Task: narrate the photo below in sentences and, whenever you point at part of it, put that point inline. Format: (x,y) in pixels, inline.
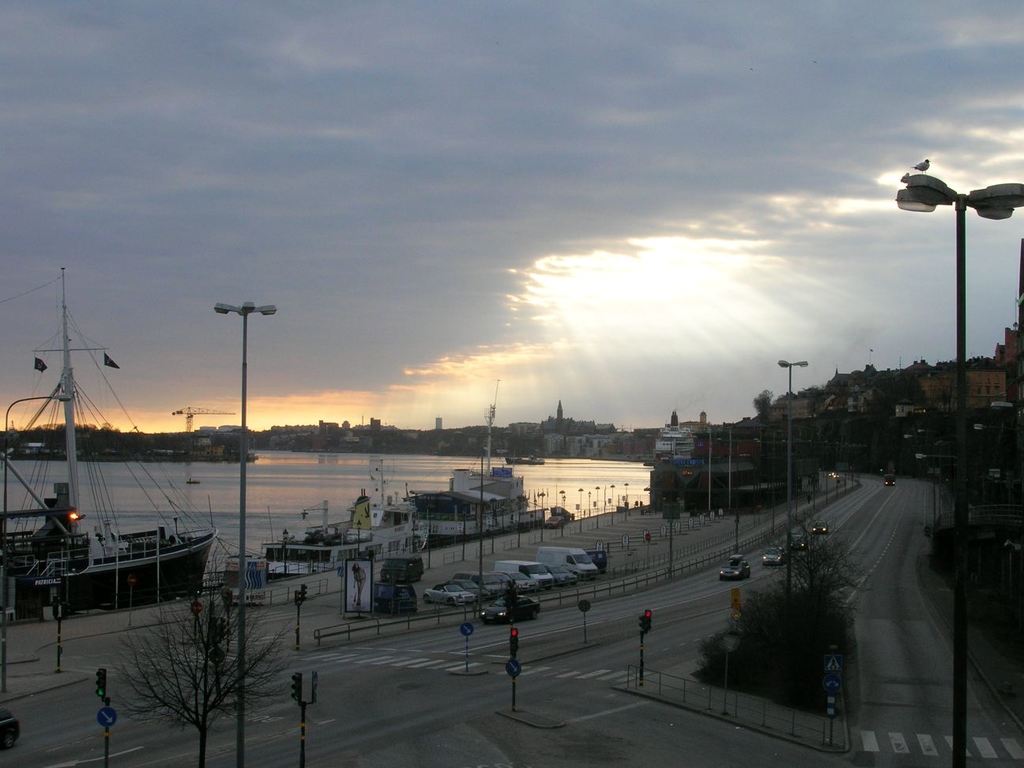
In this image there are a few vehicles (534,610) passing on the road (619,652), on the either side of the road (673,616) there are traffic lights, sign boards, lamp posts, trees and buildings (692,508), on the other side of the road (530,636) there are ships (340,546) in the sea (222,517).
